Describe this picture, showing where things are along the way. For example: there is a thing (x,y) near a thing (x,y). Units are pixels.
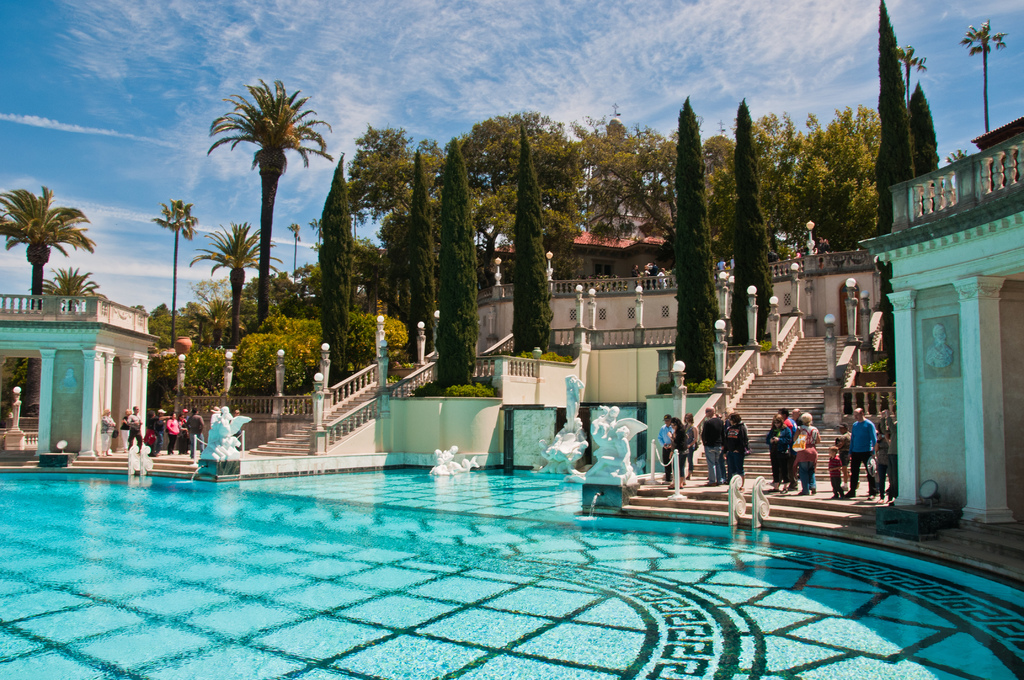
The picture is taken outside. In the foreground (749,589) we can see a water body (142,546) and the sculptures (211,438) of some objects (605,474) and we can see the group of persons (859,427), staircases (296,440), handrails (731,372), lamps (750,289) attached to the pillars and the railings (239,401) and a building (980,363). In the background (143,92) we can see the sky (165,122), trees (376,211), group of persons (650,267), buildings (611,239) and some other objects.
